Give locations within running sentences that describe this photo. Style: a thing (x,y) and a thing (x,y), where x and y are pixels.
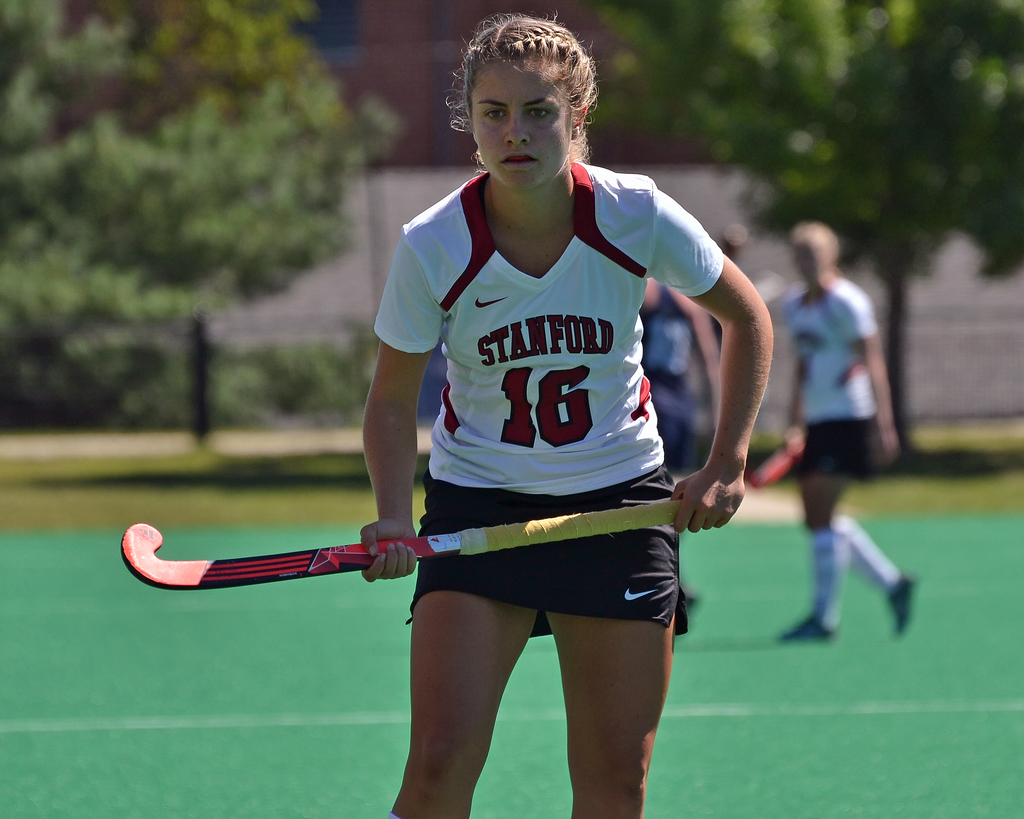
In the center of the image (541,412), we can see a lady (471,444) holding a stick (531,537) and in the background (861,306), there are some other people (868,328) and we can see trees (315,131), buildings (711,156) and there is a pole (194,344). At the bottom (143,690), there is ground (192,698).
